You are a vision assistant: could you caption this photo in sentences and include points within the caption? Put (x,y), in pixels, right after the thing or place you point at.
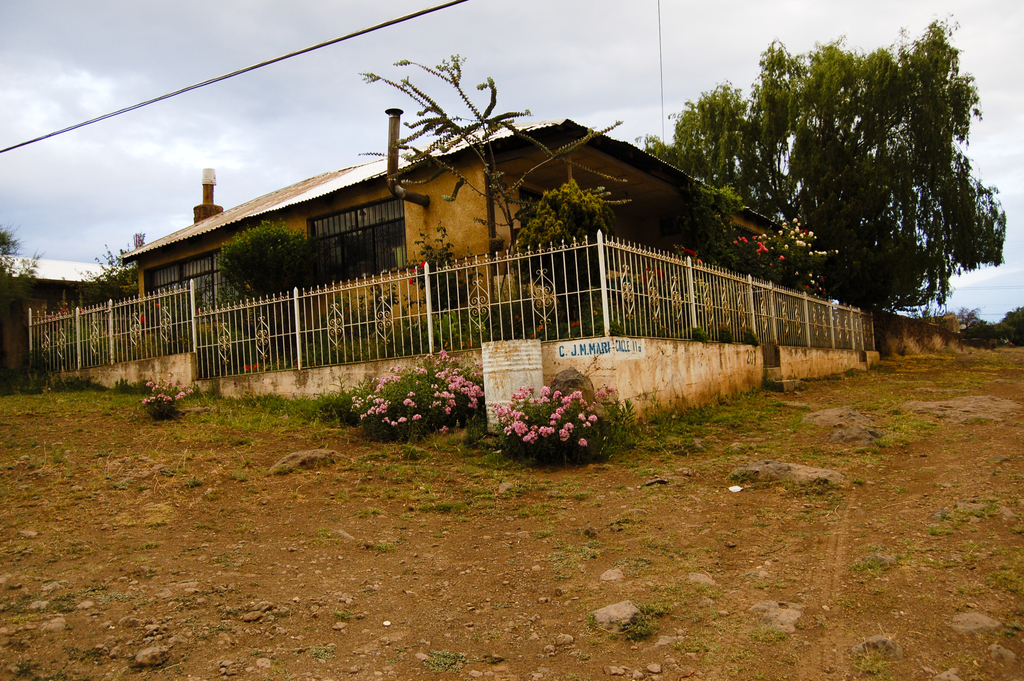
In this image we can see building (508,244) with windows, pipes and the roof (205,224). In the center of the image (399,278) we can see the fence (171,321), a group of flowers (505,423) on plants (557,422), a container (515,365) placed on the ground (410,556) and the grass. In the background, we can see a group of trees (928,195). At the top of the image (363,41) we can see the cables (660,19) and the sky (126,39).
